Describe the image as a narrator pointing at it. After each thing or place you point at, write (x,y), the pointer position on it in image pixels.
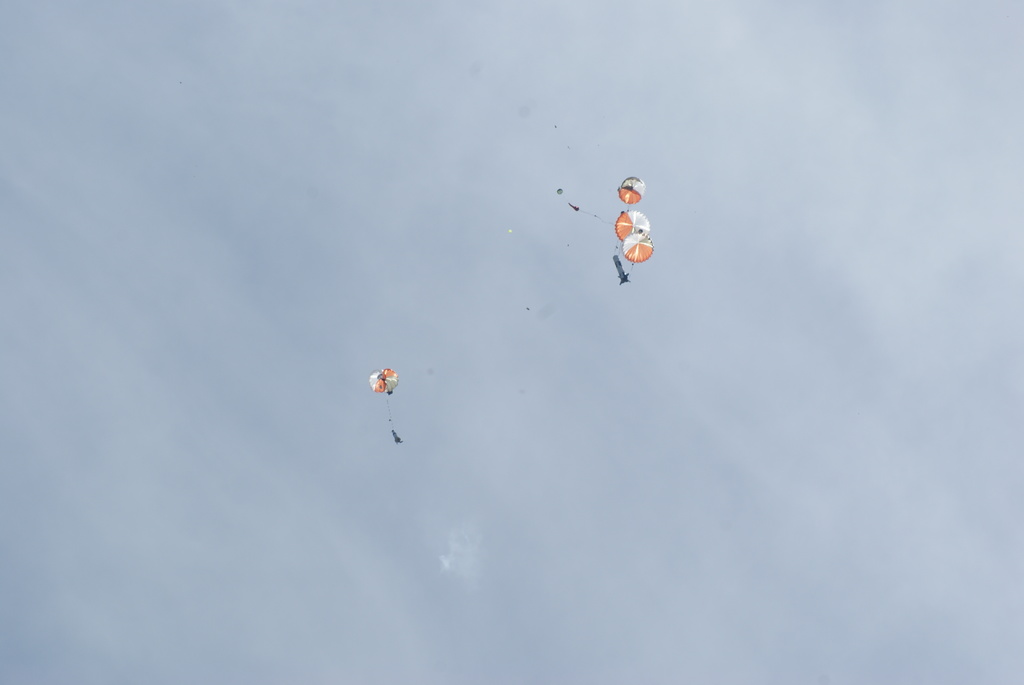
There are four parachutes (643,257) flying in the sky (540,367).
